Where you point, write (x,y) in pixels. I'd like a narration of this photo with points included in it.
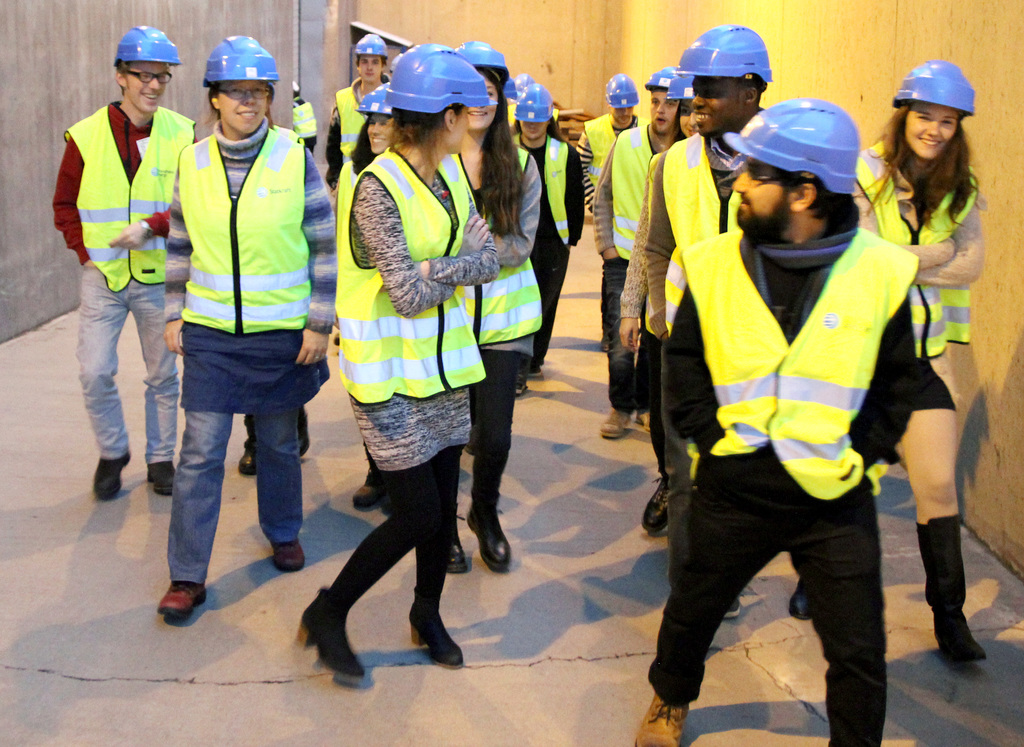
In this picture there are some people (554,248) walking in this path (356,511). All of them are wearing green color coats (221,204) and blue color helmets (249,77) on their heads (662,108). There are men (875,372) and women (456,387) in this picture. On either sides of this path (156,554) I can observe walls (61,99).
